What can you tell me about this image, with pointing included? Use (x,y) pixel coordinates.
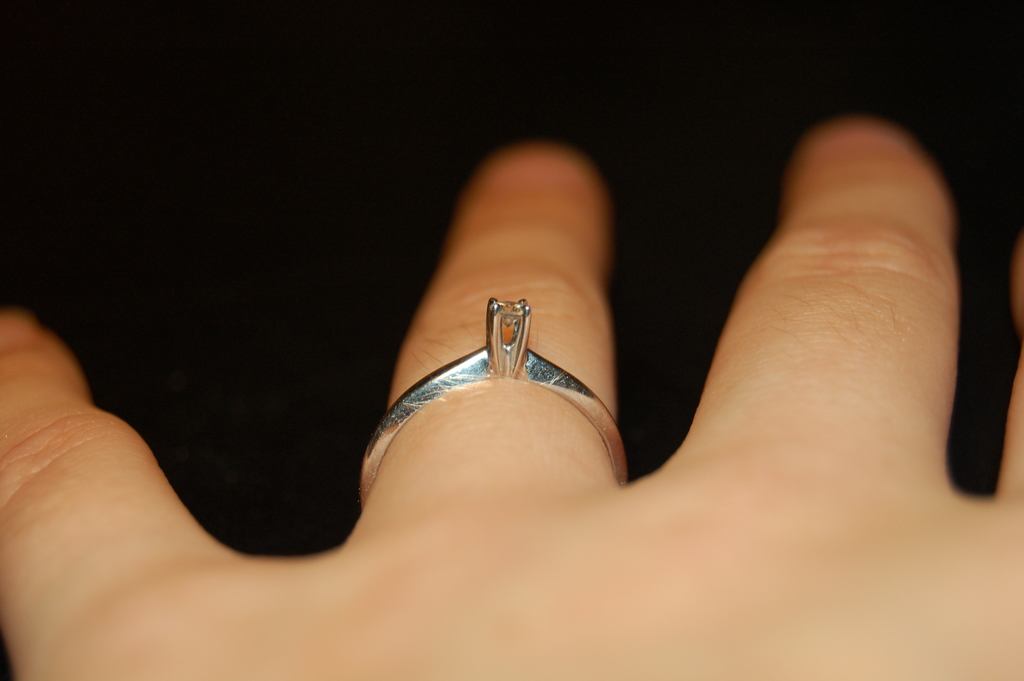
In this image we can see a ring (430,393) to the finger (570,446) of a person (570,446).
